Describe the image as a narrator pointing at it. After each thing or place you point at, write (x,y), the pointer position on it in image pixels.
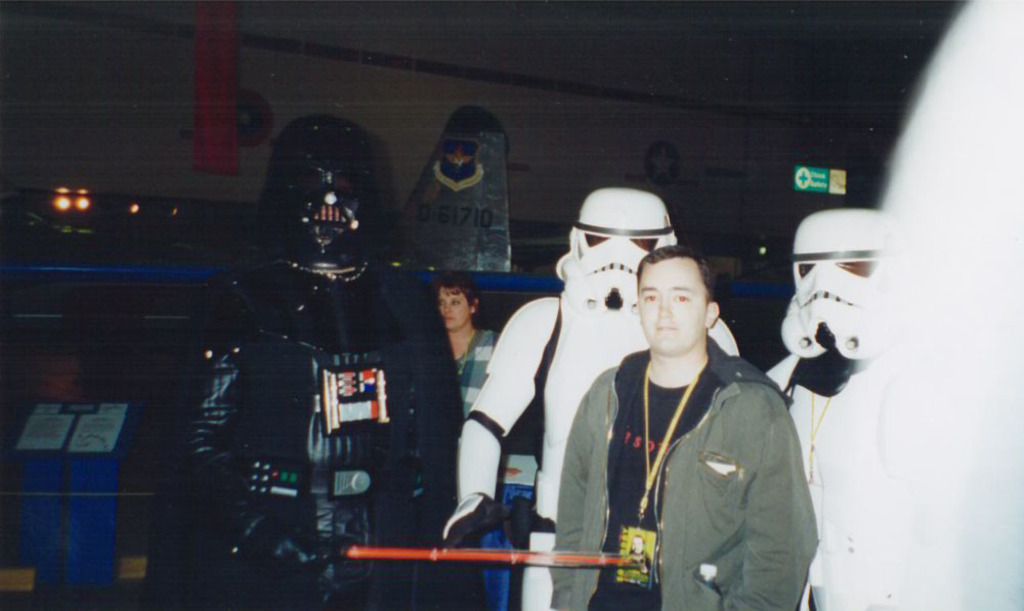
In this picture I can observe a person (604,443) wearing a jacket (766,428) and yellow color tag (649,477) in his neck (667,375). Behind him there are some persons (326,341) wearing suits (383,337) which are in black and white colors. In the background (217,186) I can observe a wall (407,74).
